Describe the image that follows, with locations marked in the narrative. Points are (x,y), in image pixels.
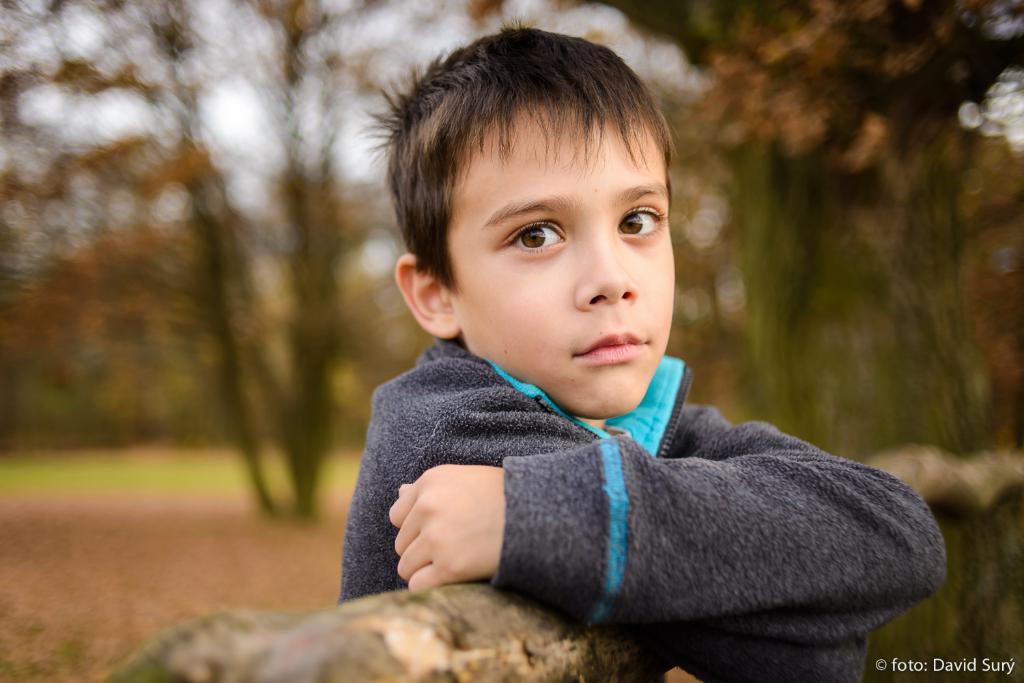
In this image, we can see a person (536,430) and the wall (399,637). We can see some text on the bottom right corner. We can also see the blurred background (299,61).
